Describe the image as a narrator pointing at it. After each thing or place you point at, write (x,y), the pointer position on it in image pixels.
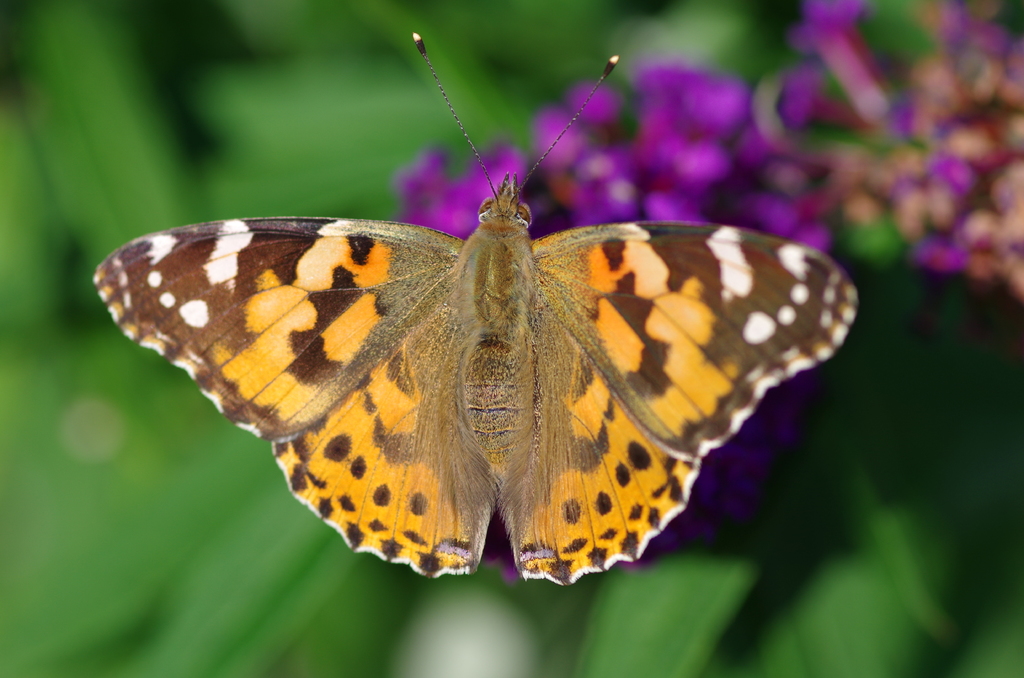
There is a butterfly (414,396) and the background (25,380) is blurred.
